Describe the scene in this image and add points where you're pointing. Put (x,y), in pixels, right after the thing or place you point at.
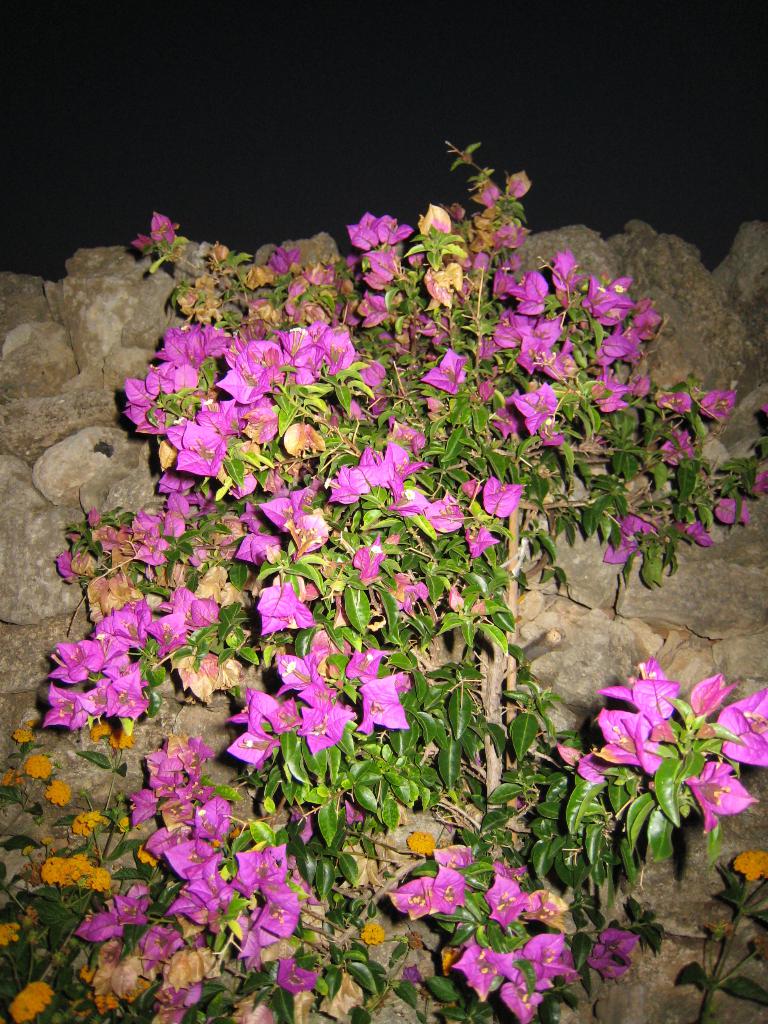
In this image there is a plant (418,679) to which there are pink flowers (331,673). At the bottom (59,872) there are orange flowers (61,862). In the background (77,465) there are stones (113,384) and soil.
